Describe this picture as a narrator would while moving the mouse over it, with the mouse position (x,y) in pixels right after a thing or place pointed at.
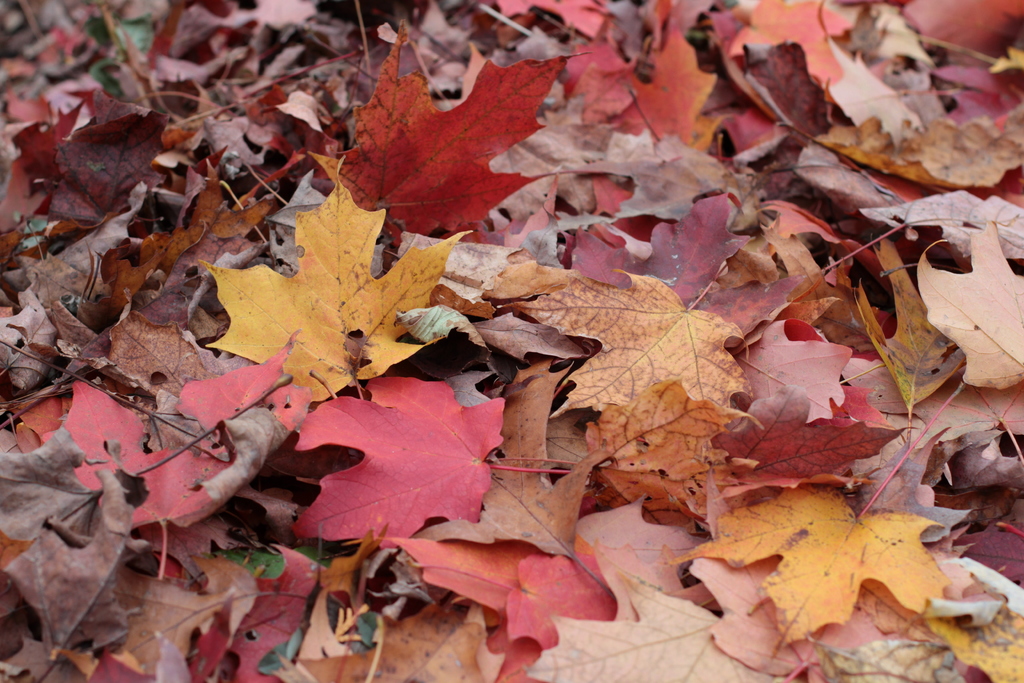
In this picture we can see leaves (525,295) here.
